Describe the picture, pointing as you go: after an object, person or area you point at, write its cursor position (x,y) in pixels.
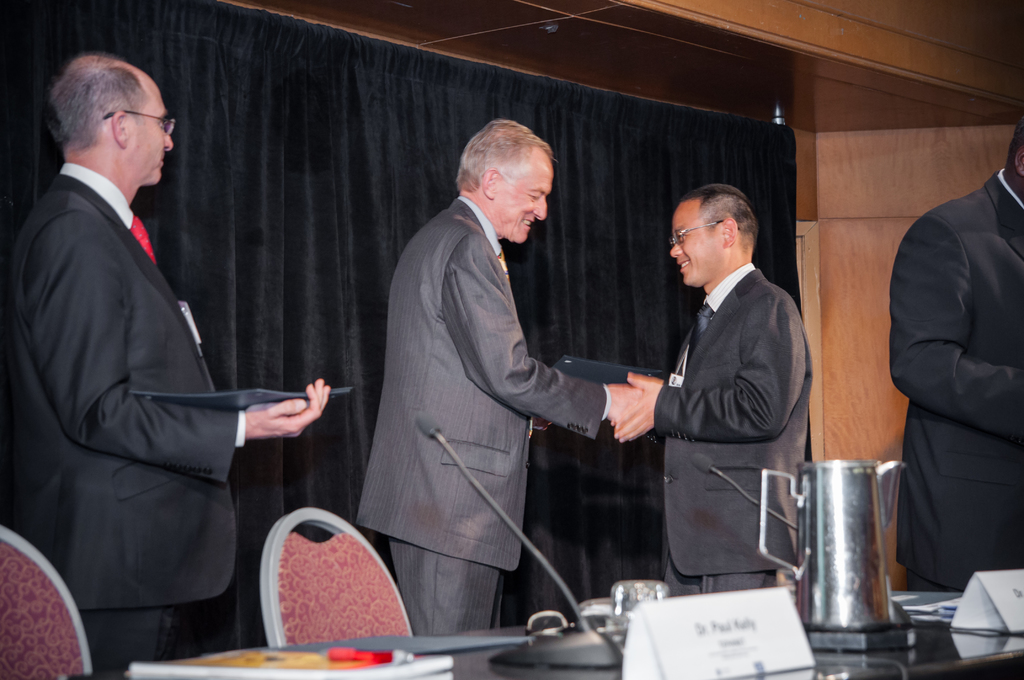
In the image there are few men (62,552) in suits (408,376) holding hands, standing and smiling with a table (1017,666) in front of them with jug (830,480), mic (548,638) and books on it and in the back (309,119) there is a curtain (446,142) on the wall (900,130).
